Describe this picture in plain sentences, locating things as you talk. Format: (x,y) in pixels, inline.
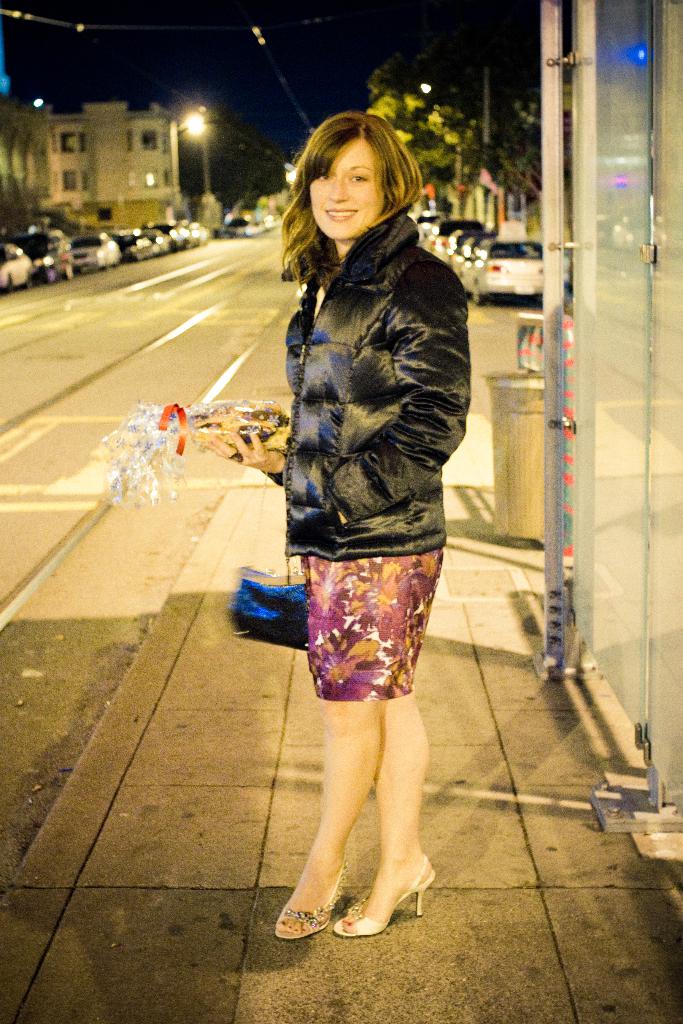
In this image in the foreground (371,588) there is one woman (344,679) who is standing and she is holding something, in the background (56,256) there are some cars (73,256), trees (218,147), houses (67,184), poles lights (193,131) and some wires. At the bottom (167,836) there is a road (148,397).
